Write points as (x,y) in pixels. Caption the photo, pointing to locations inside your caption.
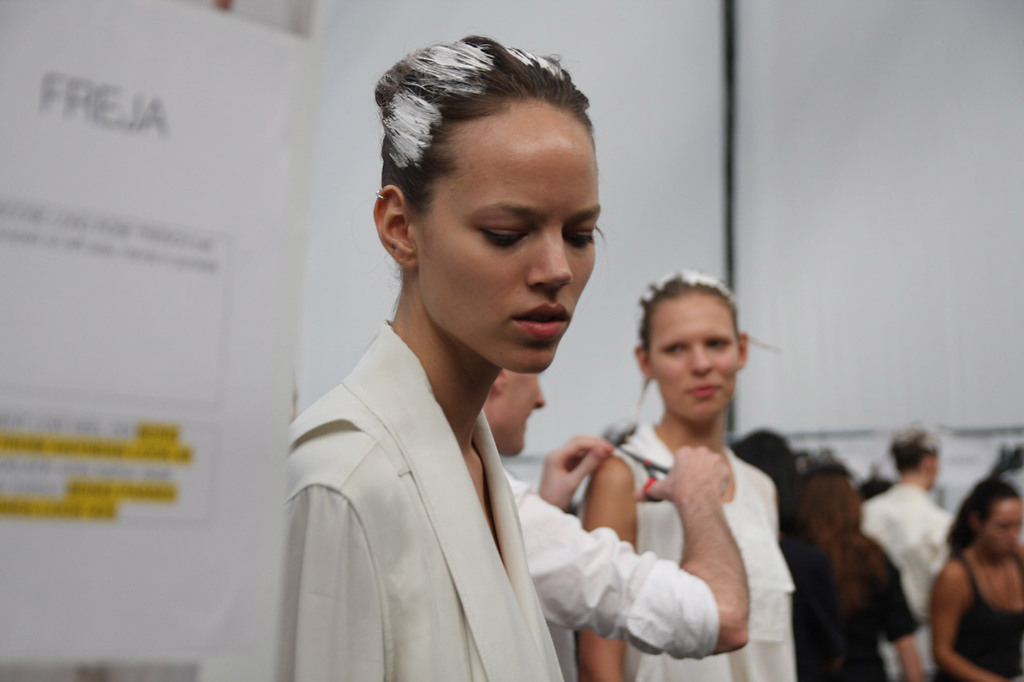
In this image I can see the group of people (617,597) with white and black color dresses (517,526). To the left (253,442) I can see banner (188,409). I can see the white color background (685,221).
